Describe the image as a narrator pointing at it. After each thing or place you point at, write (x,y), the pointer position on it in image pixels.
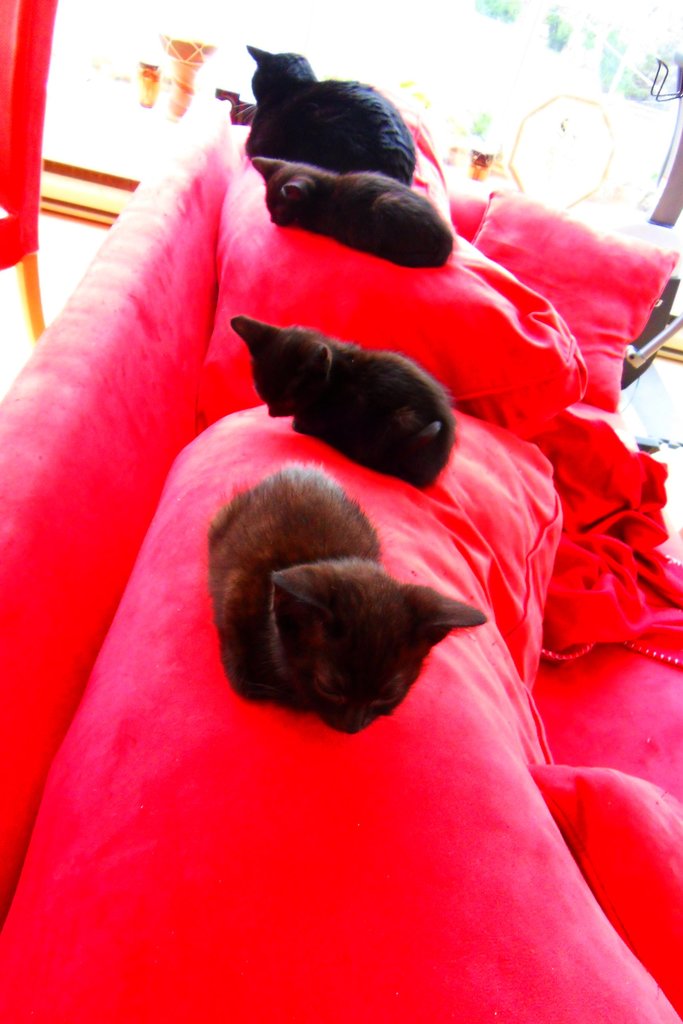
In this image we can see cats (298,649) and pillows (219,419). In the background (138,138) there is door (512,88).
